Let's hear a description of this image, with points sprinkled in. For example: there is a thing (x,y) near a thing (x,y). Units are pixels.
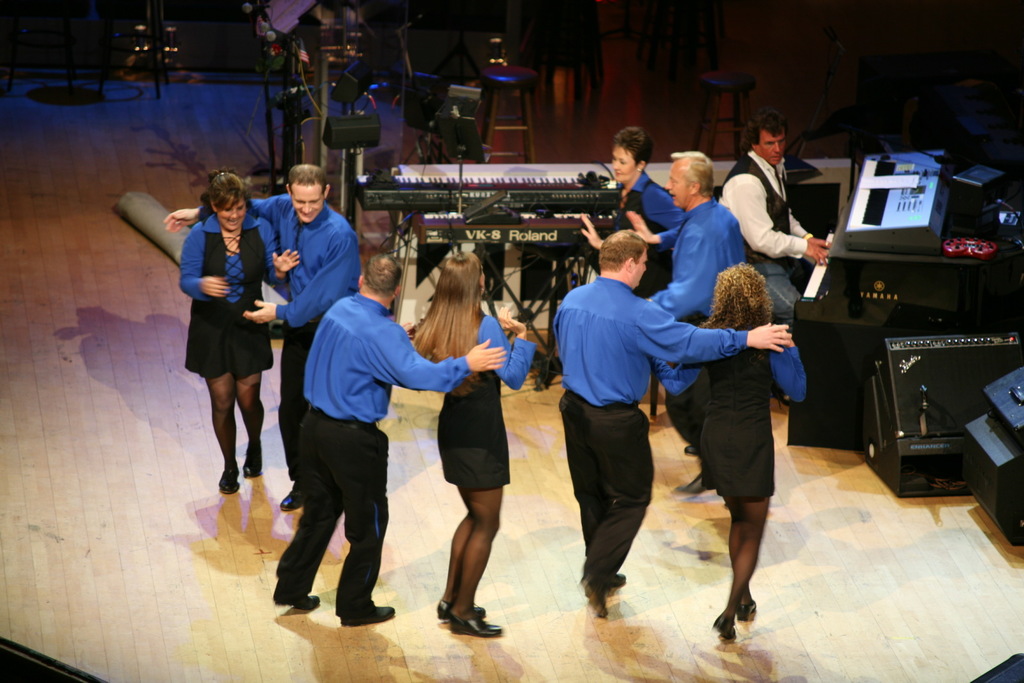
In this picture I can see there are a group of people (456,452) standing on the dais (522,506) and they are wearing blue shirts (326,374) and black pants (299,427) and the women (474,383) are wearing blue and black dresses (497,434) and there is a person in the backdrop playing a piano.
